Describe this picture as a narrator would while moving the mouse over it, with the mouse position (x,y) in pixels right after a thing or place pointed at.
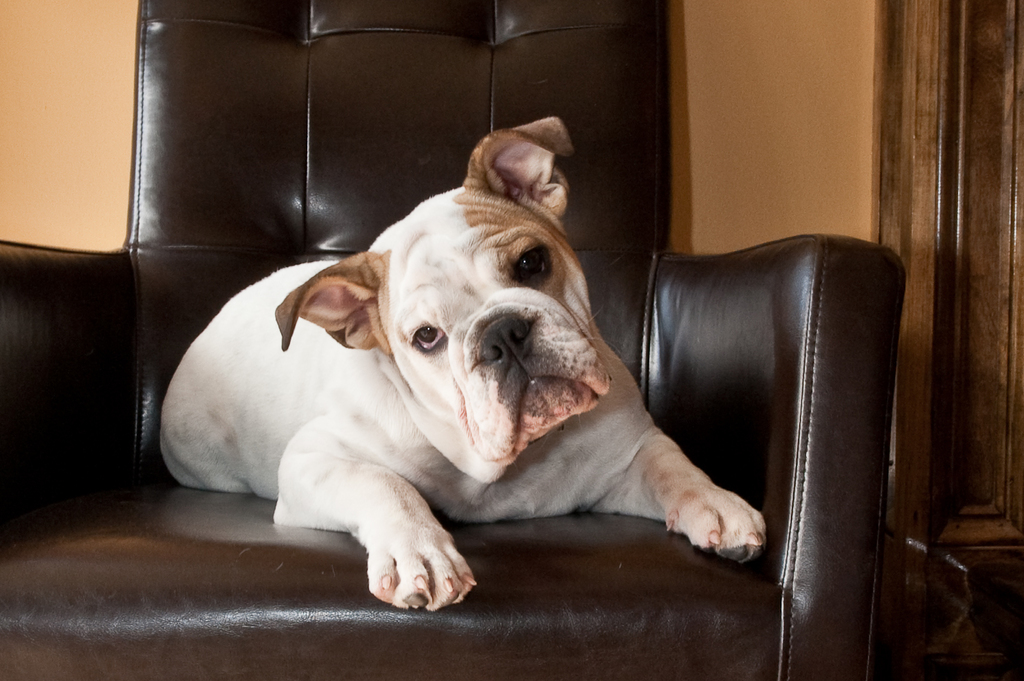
A dog (253,291) is sitting on the sofa chair (277,218).
